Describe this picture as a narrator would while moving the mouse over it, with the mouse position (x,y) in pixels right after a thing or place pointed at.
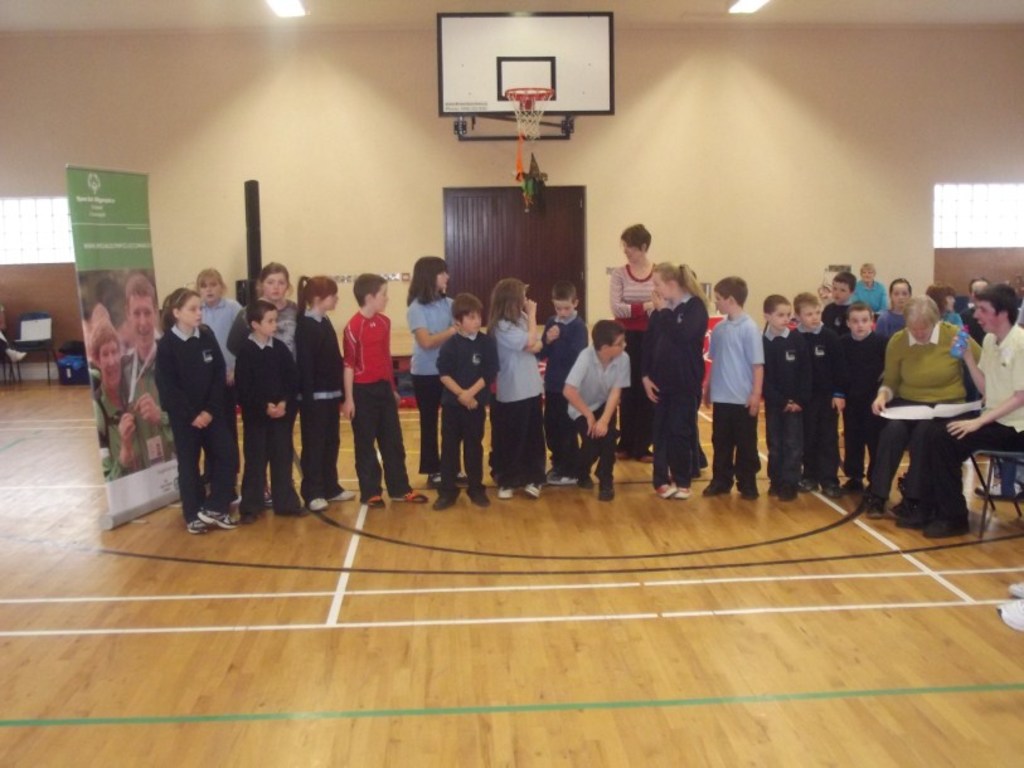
In this image we can see few persons (199,443) are standing on the floor (450,630) and on the right side (875,509) a woman (886,500) and a man (957,480) are sitting on the chairs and holding papers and bottle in the hands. In the background (105,210) we can see hoarding (107,237), doors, lights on the ceiling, chair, bags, windows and wall (976,269).
